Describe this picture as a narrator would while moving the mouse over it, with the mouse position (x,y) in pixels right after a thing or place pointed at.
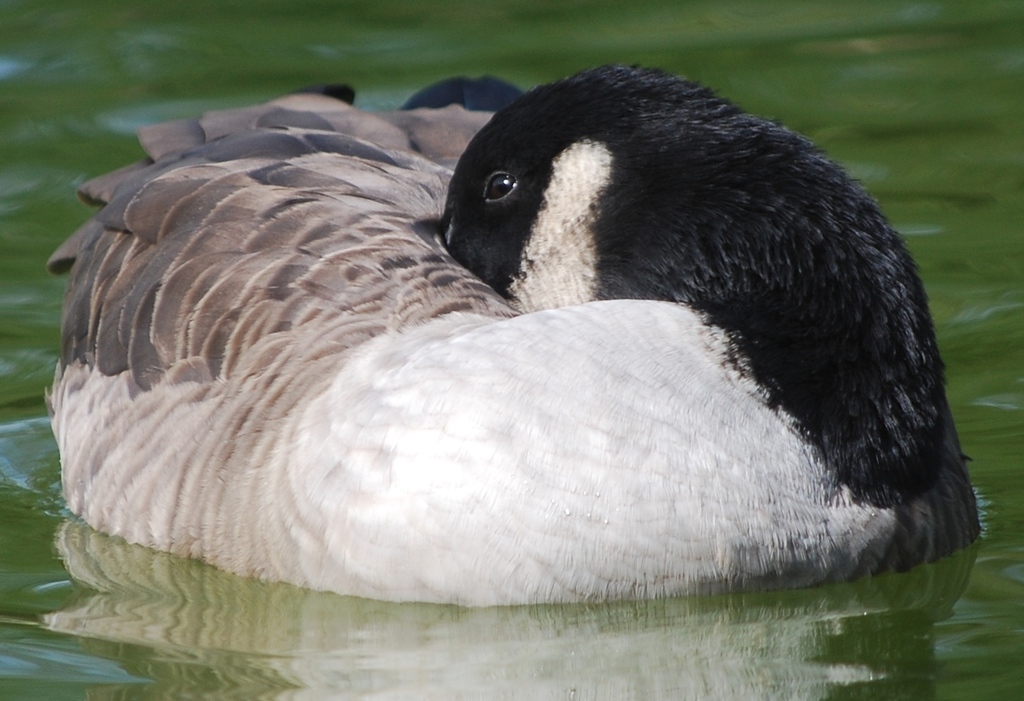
In the foreground of this picture (599,317), there is a goose (642,586) on the water (679,619).
